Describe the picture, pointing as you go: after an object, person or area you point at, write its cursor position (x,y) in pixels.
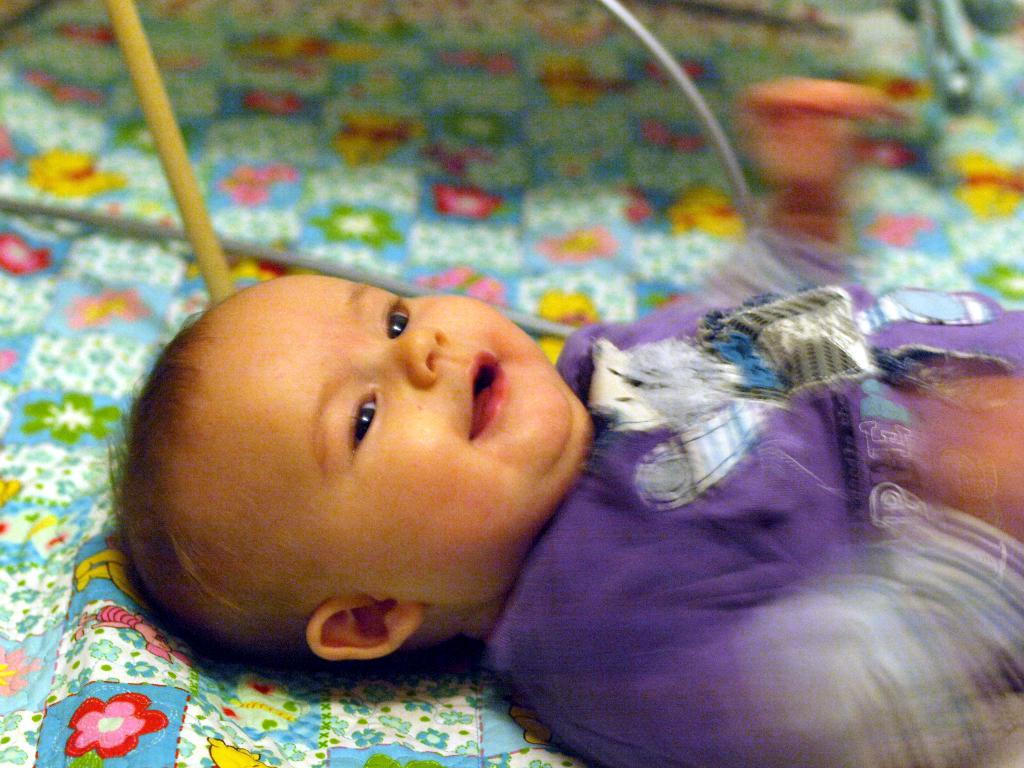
In this picture we can see a small baby (764,575) wearing purple dress (738,480), smiling and lying on the bed (164,662).
